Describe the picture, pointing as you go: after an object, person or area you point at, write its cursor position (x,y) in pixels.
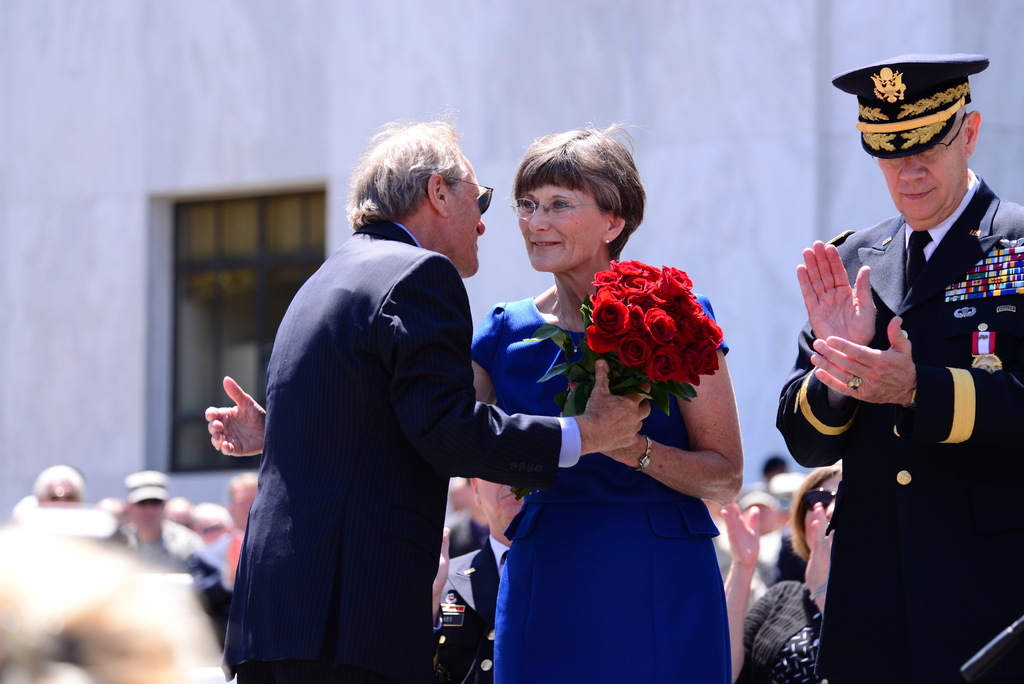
In this image I can see number of people (417,467) and in the front (294,440) I can see two of them (558,410) are holding flowers (614,274). On the right side (802,269) I can see one person (933,299) is wearing a cap (888,153), specs (934,152) and uniform (869,556). In the background (259,243) I can see a building (158,229), a window (204,284) and I can see this image is little bit blurry in the background (242,112).
